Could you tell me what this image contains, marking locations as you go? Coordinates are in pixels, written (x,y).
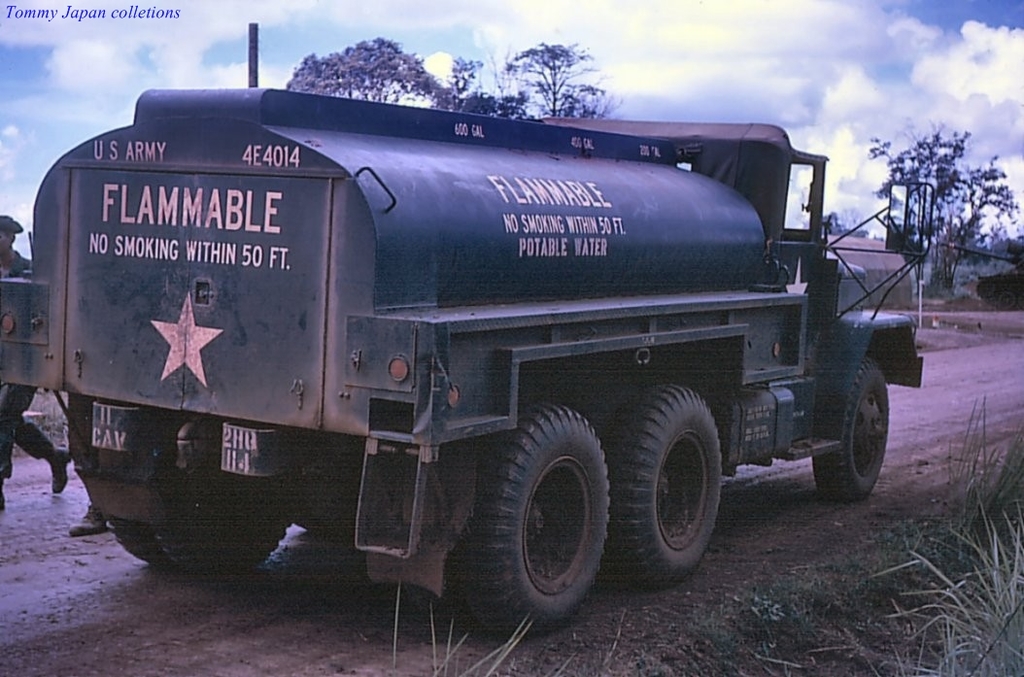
In this image we can see a tanker lorry (253,226). On that something is written and there is a road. On the sides there are plants (945,574). On the left side (35,446) there is a person (29,428) running. In the back (506,105) there are trees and sky (222,57) with clouds (154,51). On the left top corner (114,10) something is written.
